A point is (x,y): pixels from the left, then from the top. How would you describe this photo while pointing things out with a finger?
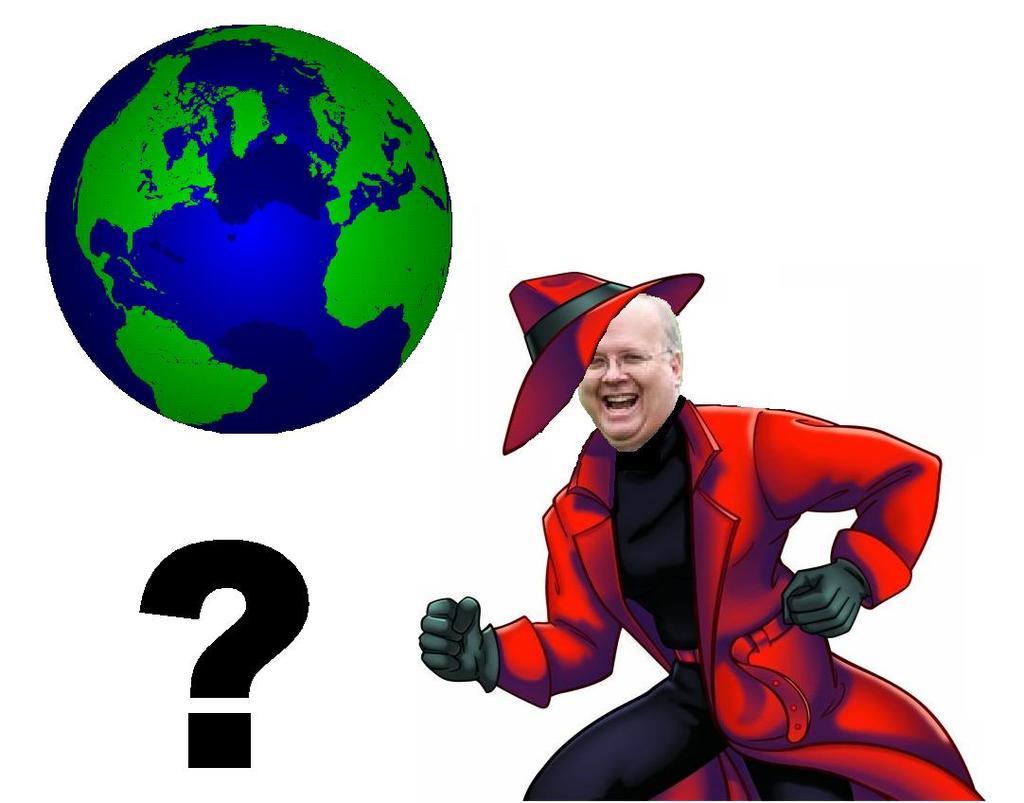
In this picture we can see edited image. In front (756,490) we can see old man (747,500) wearing a red color coat (757,567), smiling and giving a pose into the camera. Above we can see blue and green color globe (283,241).
